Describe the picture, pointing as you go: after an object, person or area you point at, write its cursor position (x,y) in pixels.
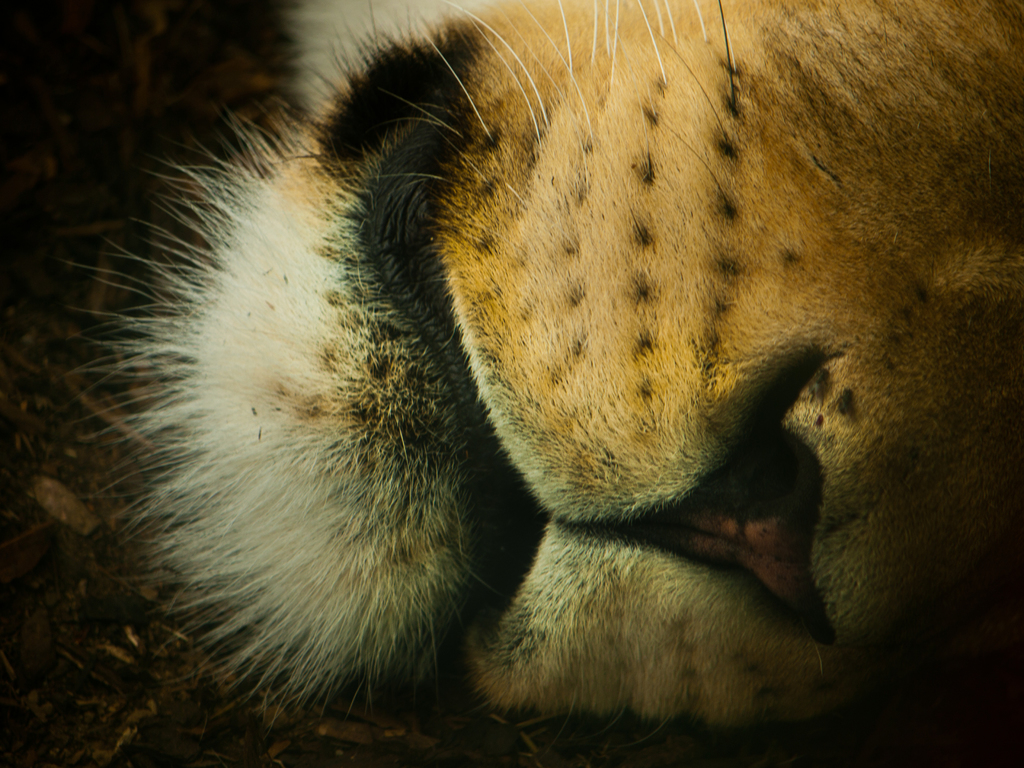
In this picture we can see an animal's mouth (534,438) here.
